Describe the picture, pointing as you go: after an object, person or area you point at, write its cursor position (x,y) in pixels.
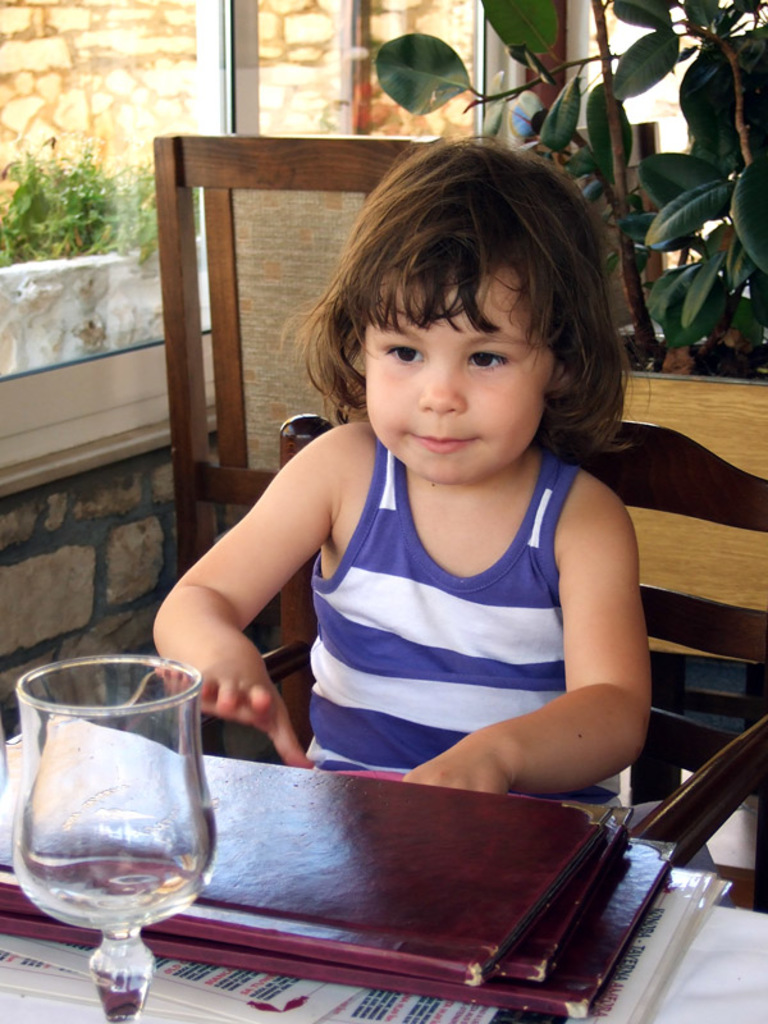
In this picture we can see a little girl (334,362) in blue and white dress (436,685) sitting on the chair (661,589) in front of a table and on the table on which we have some menu cards (332,890) and a glass (125,656) and behind her there is a plant (691,181).
